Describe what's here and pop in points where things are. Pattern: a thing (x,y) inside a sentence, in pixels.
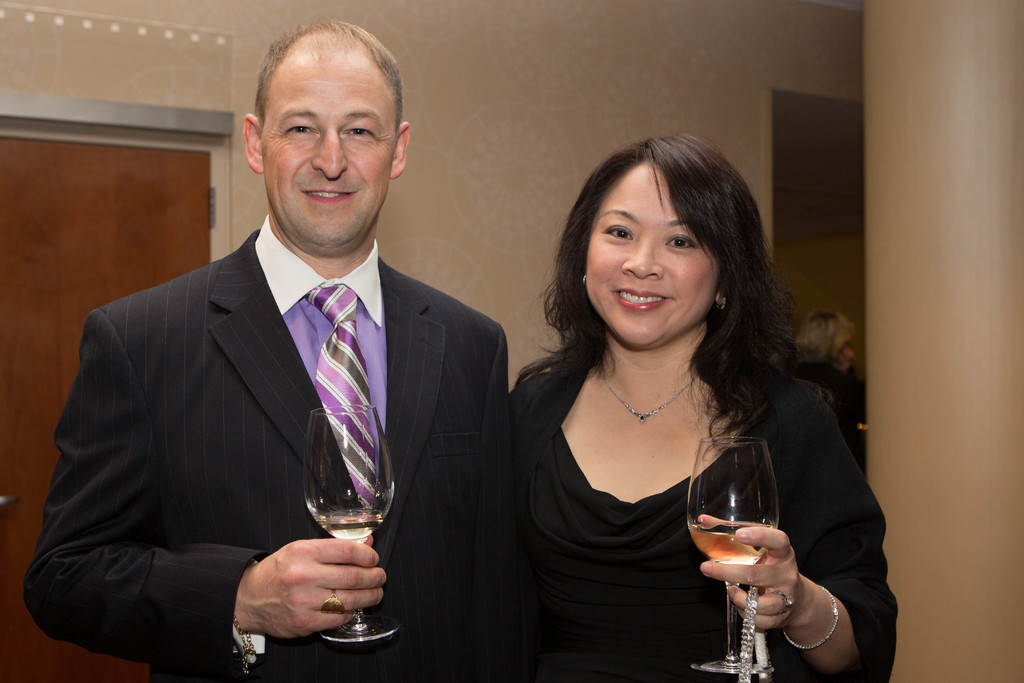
In this picture we can see man (394,278) and woman (616,407) holding glasses (746,459) in their hand (298,543) and smiling and in background (120,163) we can see door (63,164), wall (654,105), frame (815,136), pillar (896,42).
